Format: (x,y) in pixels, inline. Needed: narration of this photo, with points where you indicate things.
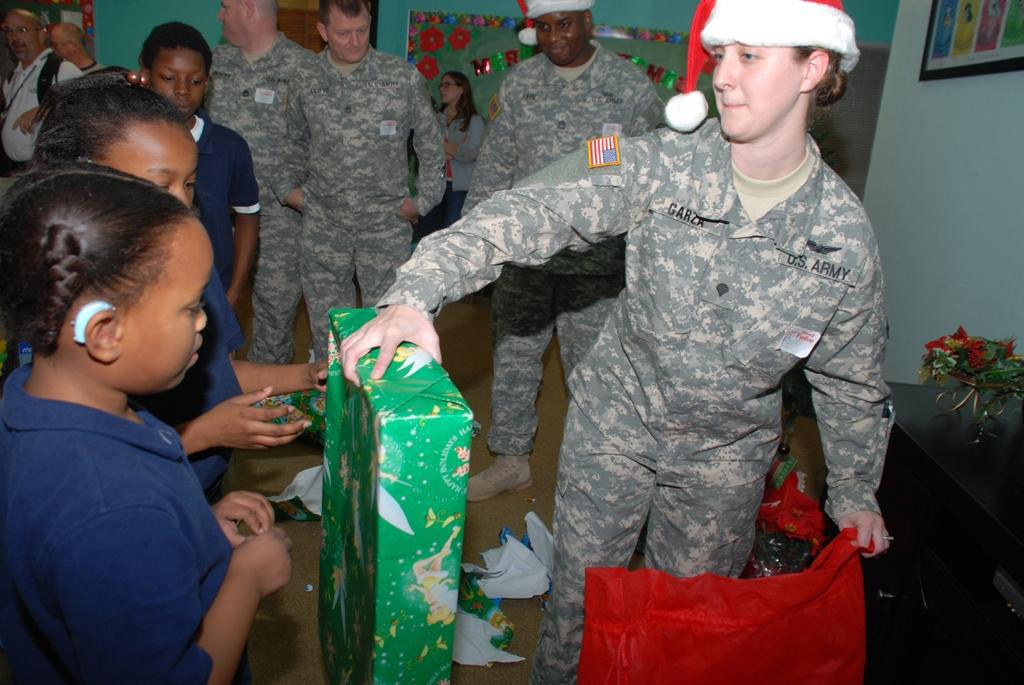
In this image, we can see a group of people (699,190) and children (204,272) on the floor (271,638). Here a woman (685,358) is holding a bag (780,577) and gift box (407,470). At the bottom (528,571), we can see wrappers (519,556). Background (995,291) we can see wall (924,301), decorative items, photo frame (955,74). On the right side of the image (1007,485), we can see a black table (966,502). On top of that we can see showpiece (968,372).
